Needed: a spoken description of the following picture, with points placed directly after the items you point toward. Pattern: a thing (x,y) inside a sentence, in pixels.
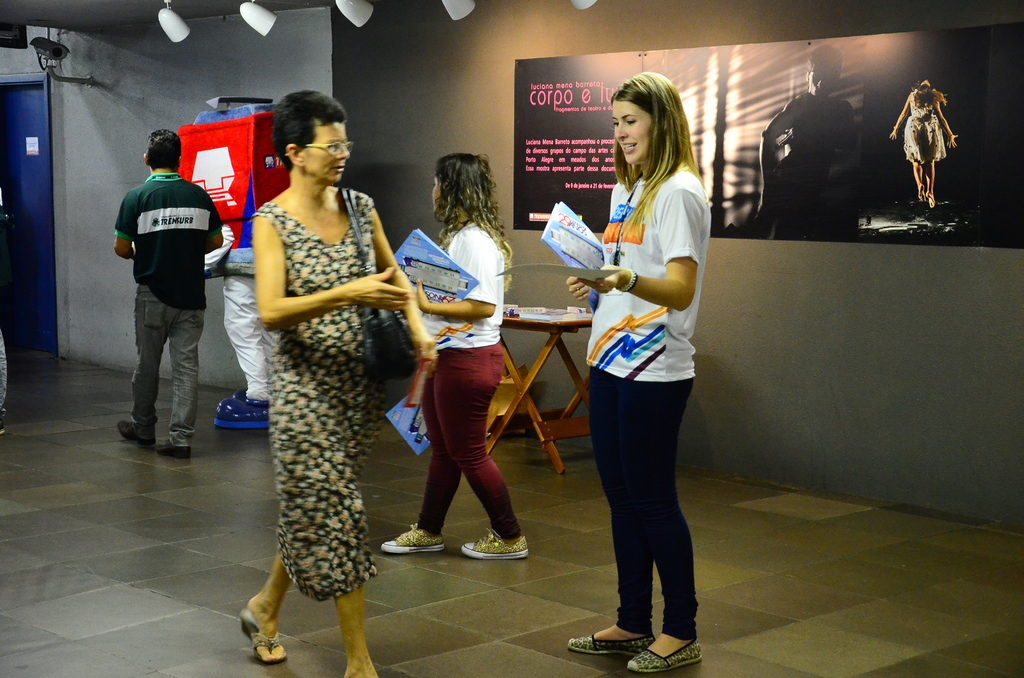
Here we can see a woman (311,397) is carrying a bag (388,340) on her shoulder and walking on the floor (39,677) and beside her there is a woman (604,411) standing by holding pamphlets (552,224) in her hands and behind them there is an other woman (480,294) holding pamphlets (458,274) in her hands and on the left (159,257) we can see a man (185,299) is walking and a mascot (242,267) on the floor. In the background (539,154) we can see a hoarding (726,154), security camera (53,58) on the wall (92,140), door (19,157) and lights (246,19) on the ceiling (38,7).
